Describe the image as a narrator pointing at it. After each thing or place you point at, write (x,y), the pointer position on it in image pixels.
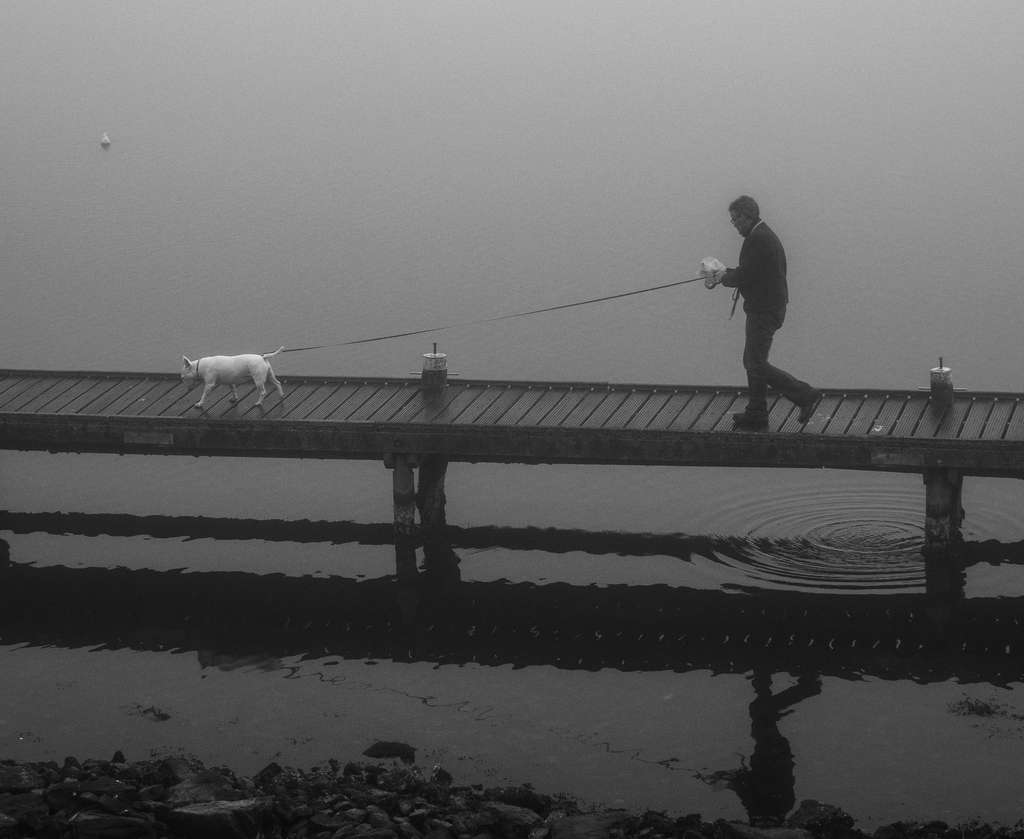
IN this image we can see a dog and a person (765,245) walking on a wooden path (571,446), also we can see water (338,714), and some rocks (277,784).
